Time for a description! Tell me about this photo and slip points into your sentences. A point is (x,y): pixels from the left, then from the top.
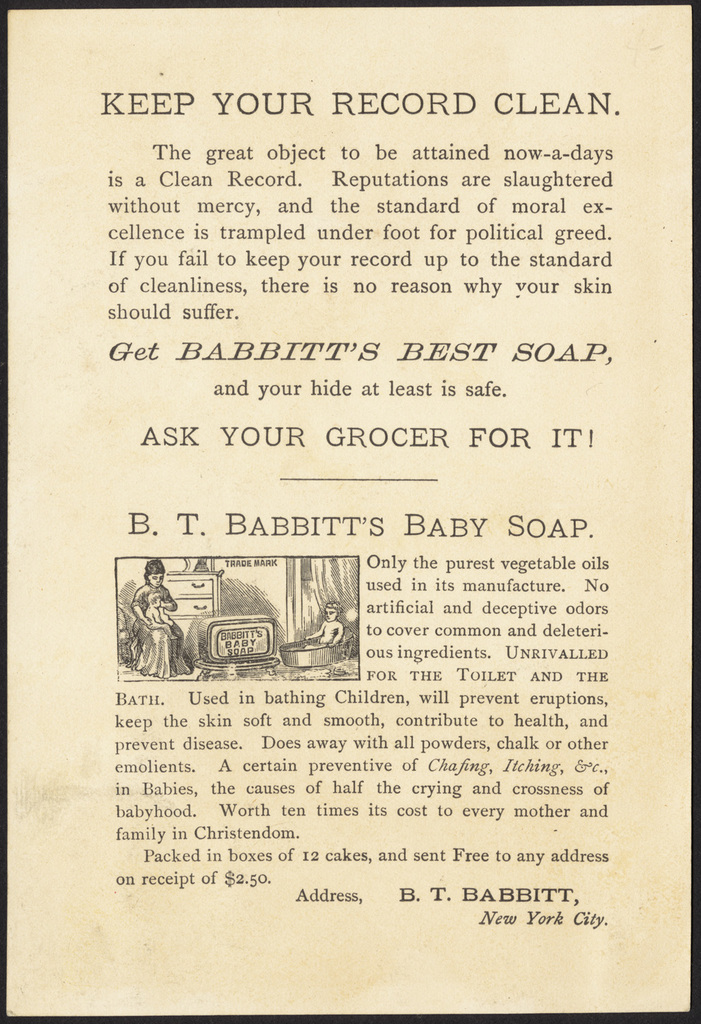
It's a paper (469,501) in this. On the left side (152,634) a woman (182,665) is sitting on the chair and also holding a baby (153,621). There are words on this.
